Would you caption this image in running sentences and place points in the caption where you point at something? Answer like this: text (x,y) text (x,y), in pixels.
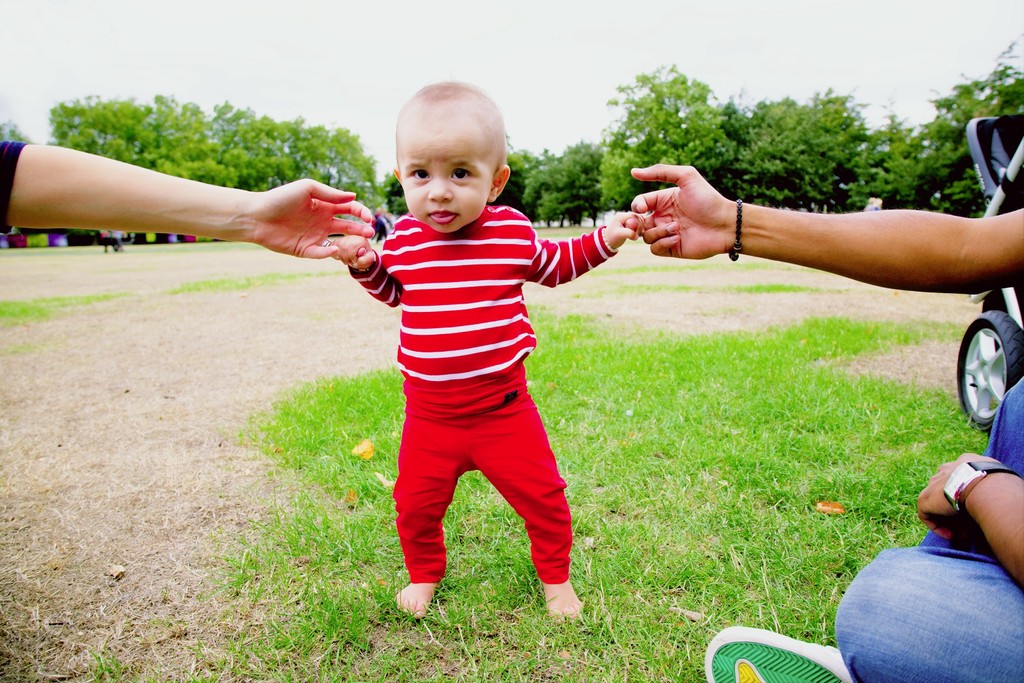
In this image I can see three persons (568,539) on grass (724,515) and vehicles (999,359). In the background (901,175) I can see trees (899,188) and the sky (577,29). This image is taken may be in a park (731,529) during a day.
